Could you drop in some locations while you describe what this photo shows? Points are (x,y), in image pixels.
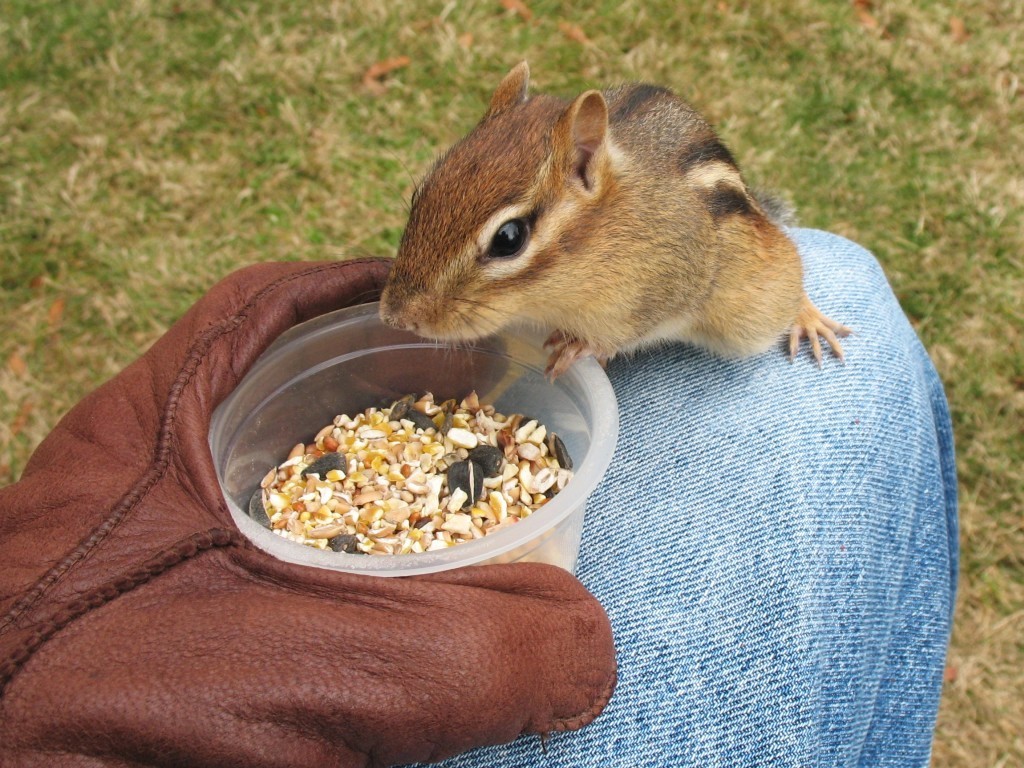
In this picture, we see the man (200,669) wearing a brown color gloves (230,625) holding a plastic bowl (362,561) containing mixed seeds (355,455). He is wearing a blue jeans (802,517). We see a squirrel (546,116). In the background (953,121), we see the grass (952,229).
